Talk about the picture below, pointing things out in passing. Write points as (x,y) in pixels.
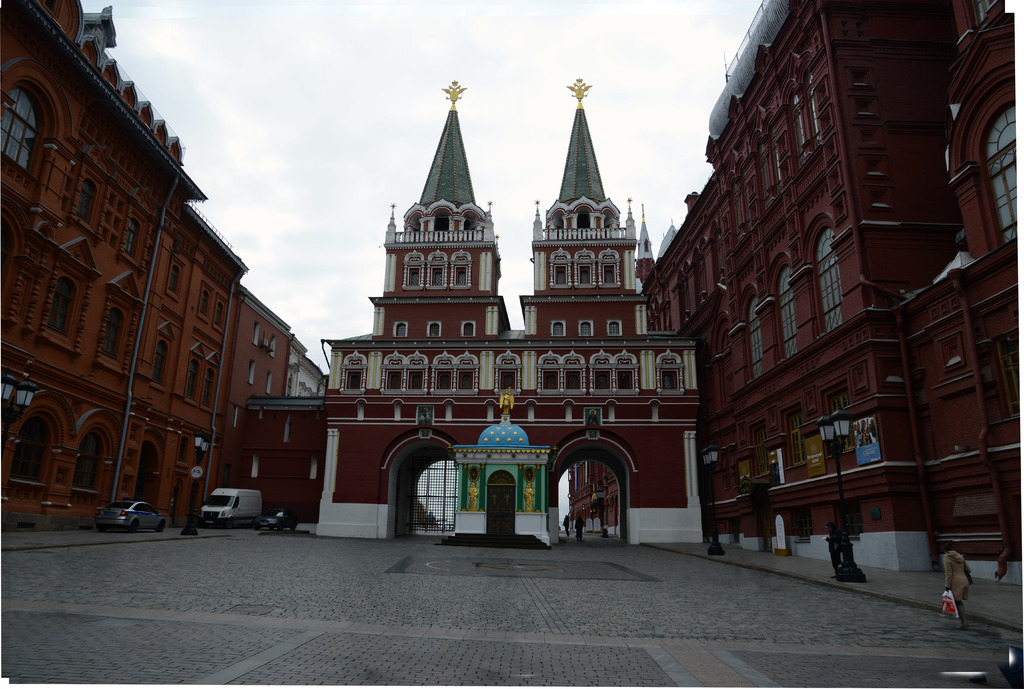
On the left side (123,520), there are vehicles (123,520) on the road (50,566). On the right side (955,590), there is a person (948,575) holding bag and walking on the road (954,621). On both sides of this road (417,603), there are buildings (940,243). In the background (648,347), there is an architecture (629,327) and there are clouds (519,72) in the sky (523,73).
